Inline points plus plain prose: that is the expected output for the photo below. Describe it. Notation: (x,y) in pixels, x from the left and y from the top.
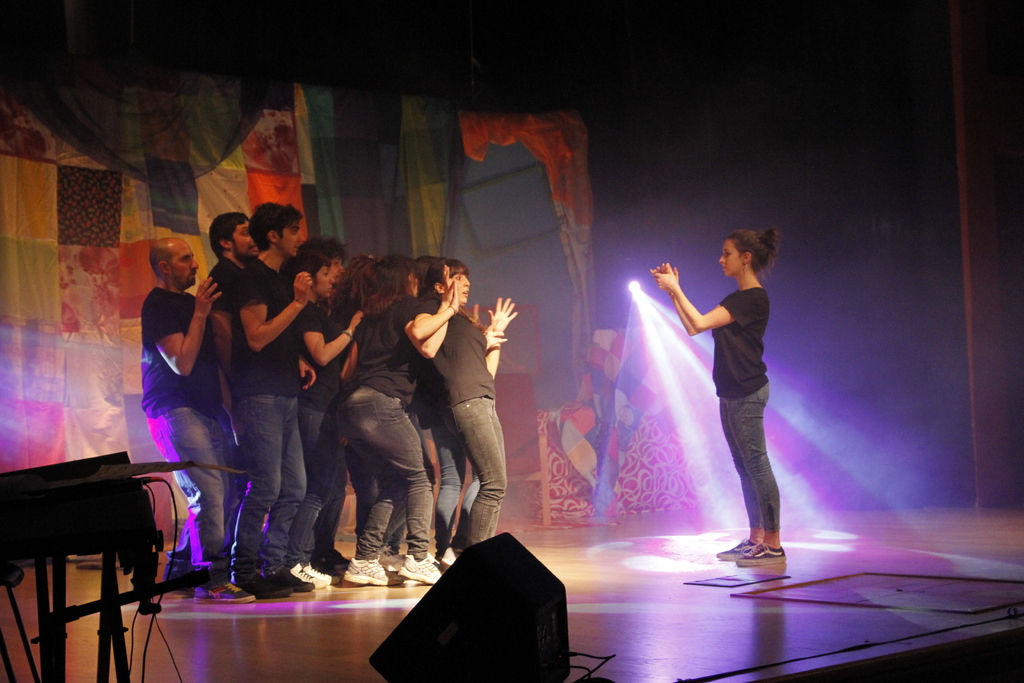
In this picture there is a woman (760,324) who is wearing t-shirt (751,304), jeans (736,460) and sneakers (778,554). She has her hands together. On the left (206,366) i can see the group of persons (279,404) were standing on the stage (379,599). At the bottom (455,616) there is a speaker (562,651). At the bottom left corner (31,472) there is a piano (31,472) and cables (159,479). In the background (437,236) i can see the clothes (585,370) and lights (631,322). At the top (570,44) there is a darkness (584,18).
